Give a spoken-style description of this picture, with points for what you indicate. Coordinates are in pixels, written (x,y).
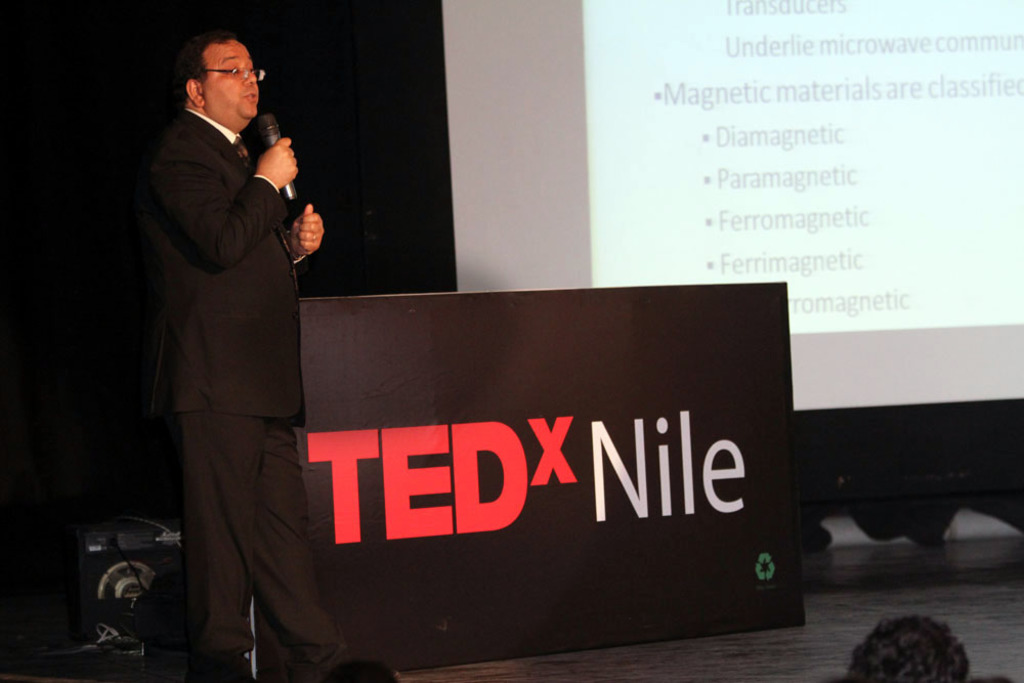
In this picture I can see a man (234,456) standing and speaking with the help of a microphone (281,185) and I can see a board (534,441) with some text (412,455) and a projector screen (711,269) in the back (716,172) displaying some text (744,81) and looks like a human (872,654) at the bottom of the picture (898,671).
